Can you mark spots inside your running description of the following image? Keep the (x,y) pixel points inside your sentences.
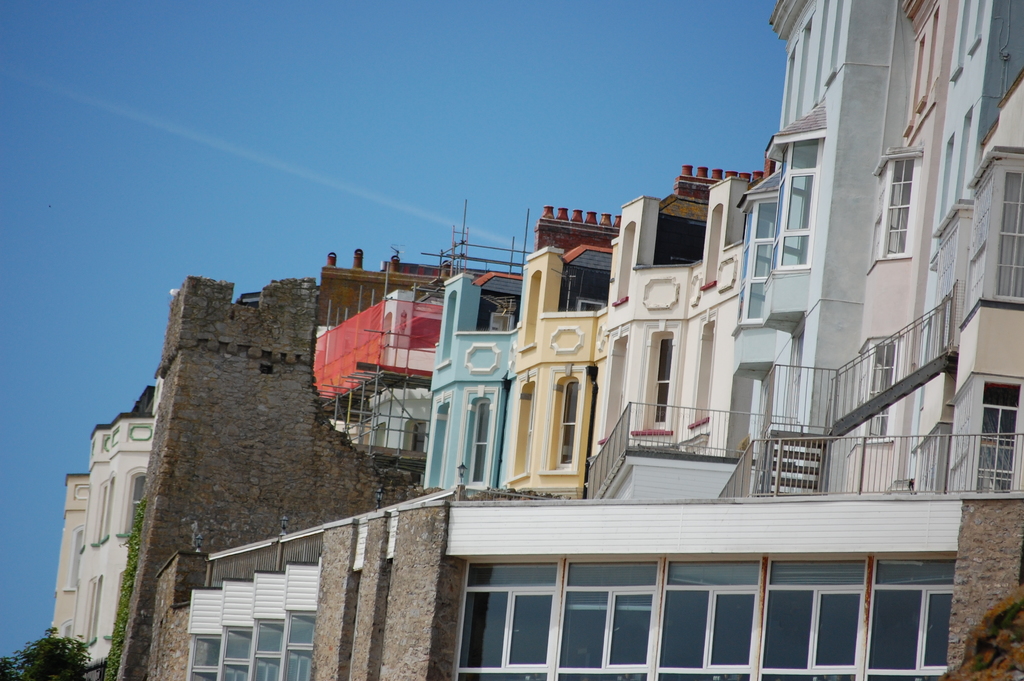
In the picture I can see buildings (422,483), fence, a tree (62,649) and some other objects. In the background (351,151) I can see the sky (470,247).
